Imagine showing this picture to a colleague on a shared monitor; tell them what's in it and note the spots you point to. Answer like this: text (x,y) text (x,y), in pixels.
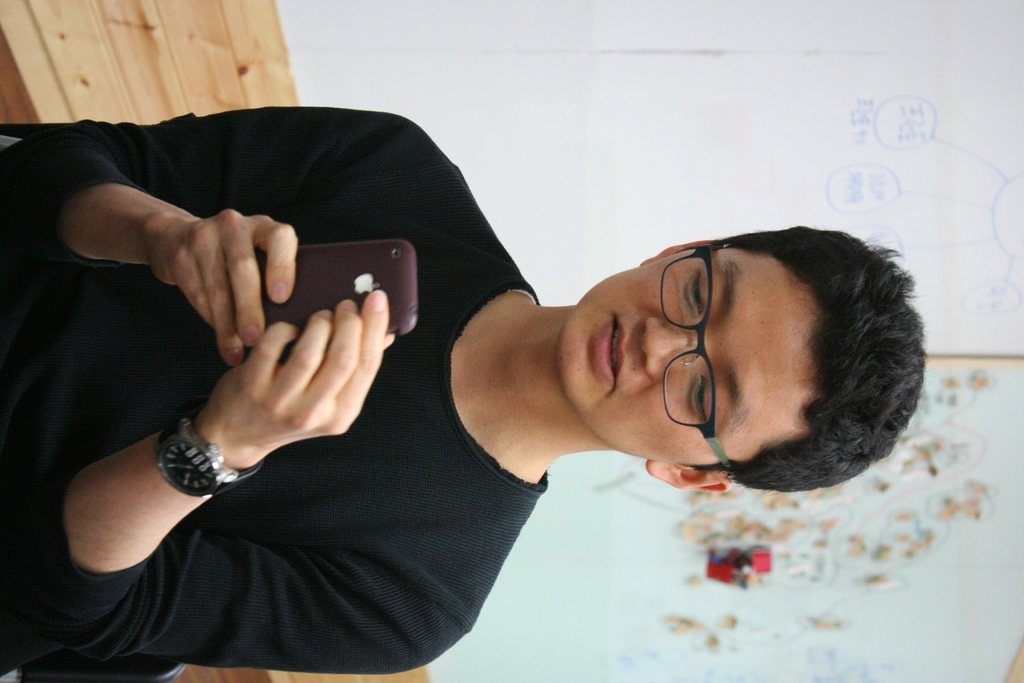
In this image there is a person (395,353) using a mobile (384,273), behind the person (255,309) there is a wooden bench (136,75), behind the bench (295,88) on the wall (869,111) there is a board (858,105) with some text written on it.
